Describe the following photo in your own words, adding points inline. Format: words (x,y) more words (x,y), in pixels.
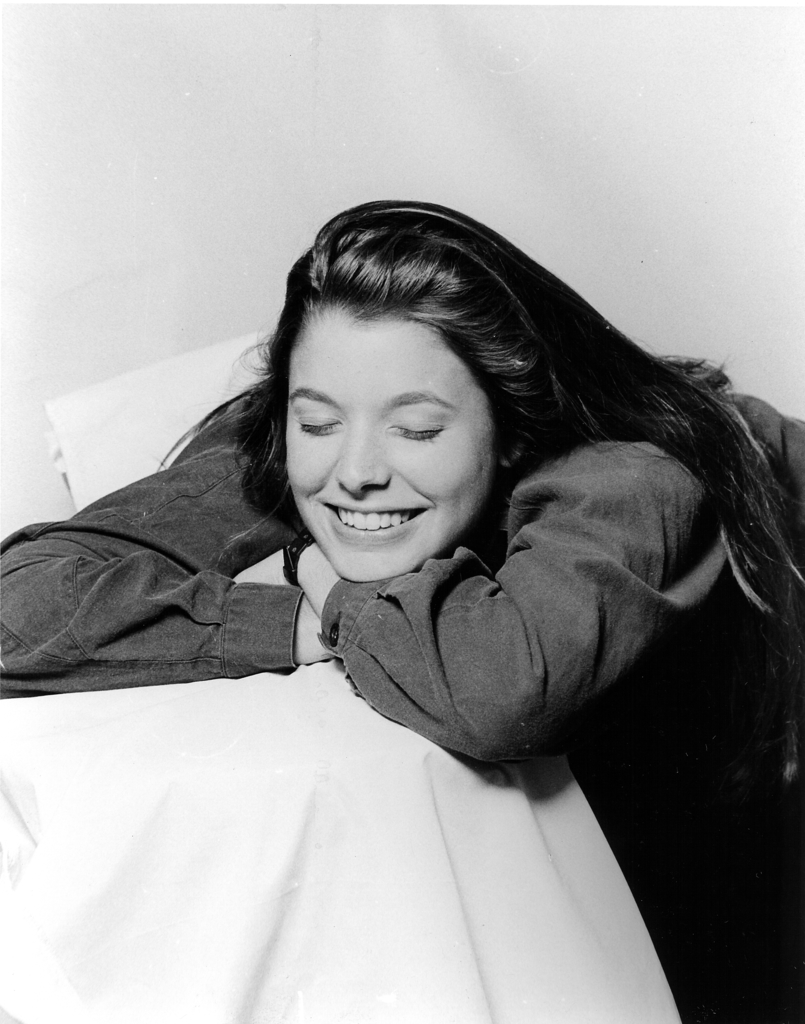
It is the black and white image in which there is a girl (347,533) laying on the table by keeping her hands (303,612) on it.
